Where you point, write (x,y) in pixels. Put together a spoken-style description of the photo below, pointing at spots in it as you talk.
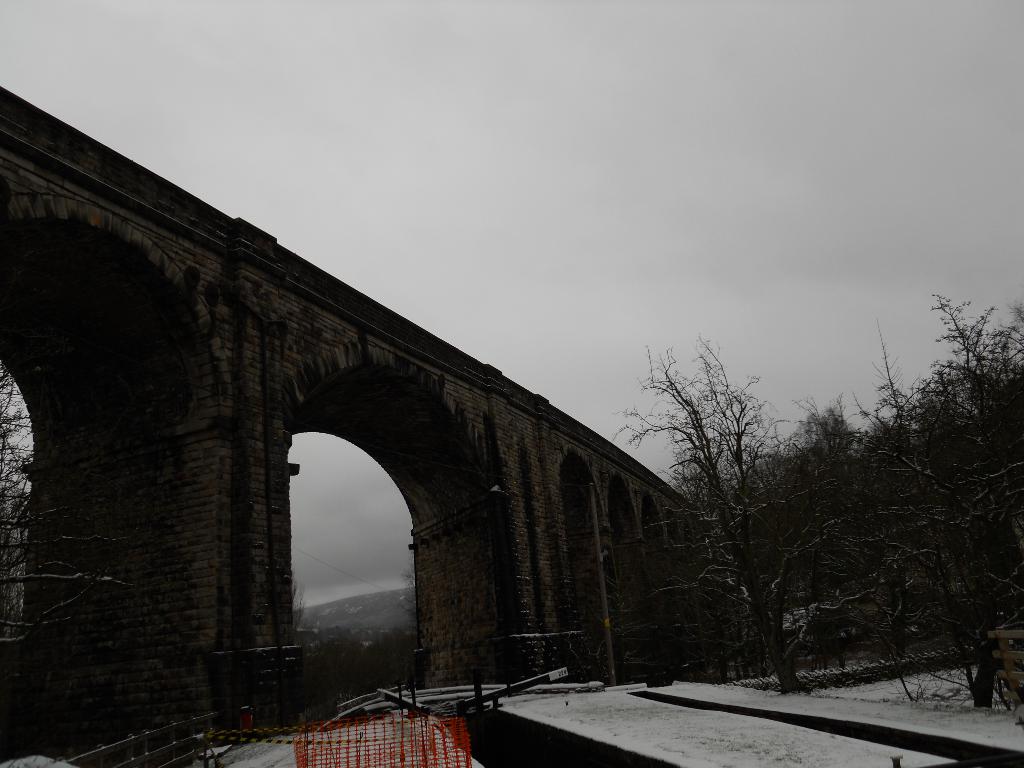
In the image we can see a bridge (172,369) and arch (395,399). Here we can see trees (906,533), snow (685,724) and the fence (168,746). Here we can see the cloudy sky (634,178).
